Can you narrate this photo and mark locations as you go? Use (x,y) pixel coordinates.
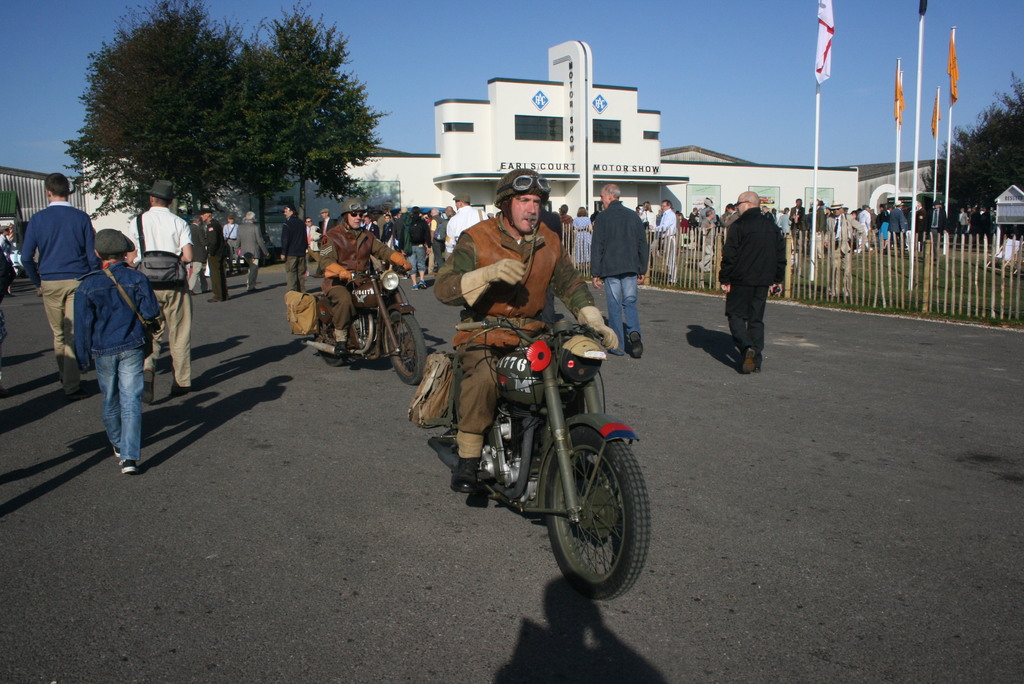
There are two persons (498,347) riding motorbike (496,368) and group of people (236,244) walking. I can see a flags (825,65) to the poles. At background (624,125) I can see a building (601,145) and tree (260,127).
